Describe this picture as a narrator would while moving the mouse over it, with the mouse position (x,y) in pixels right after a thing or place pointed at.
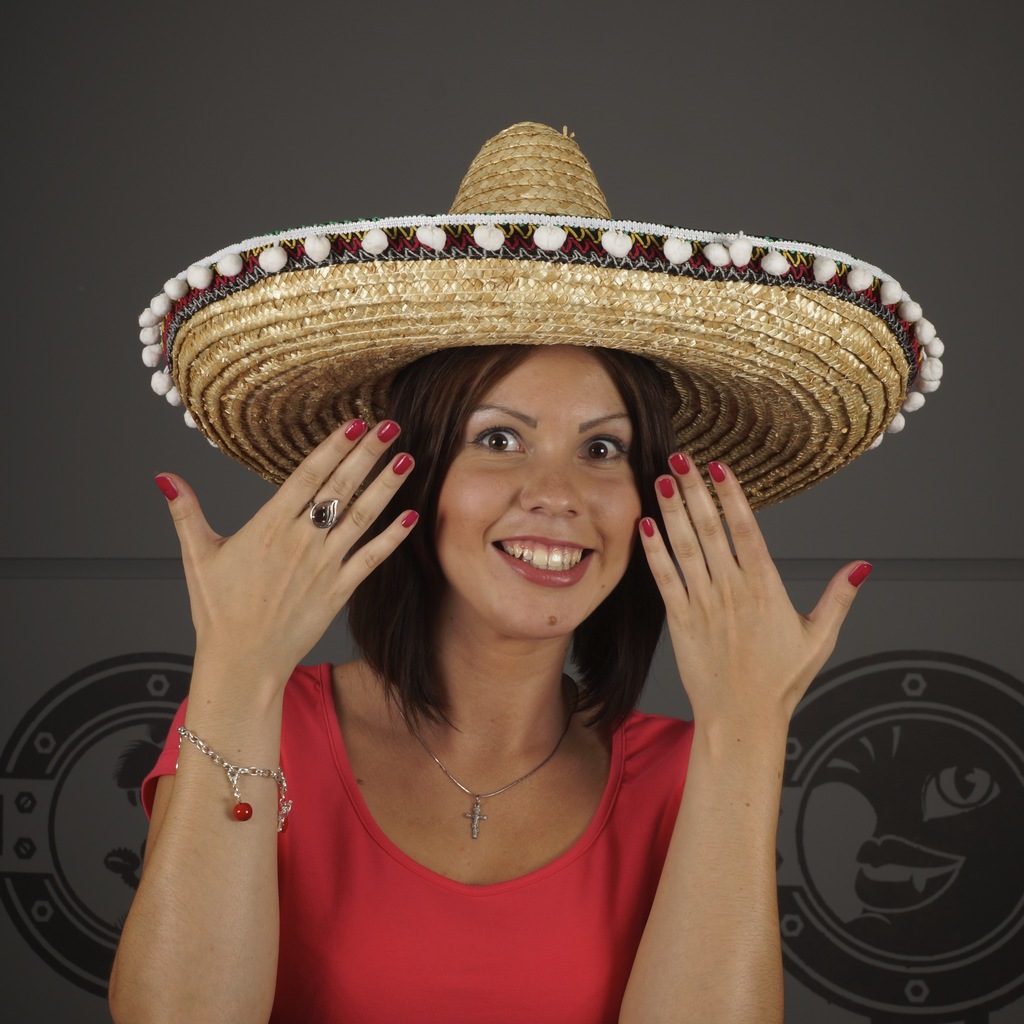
In this image we can see a lady (421,639) wearing hat (426,337).
